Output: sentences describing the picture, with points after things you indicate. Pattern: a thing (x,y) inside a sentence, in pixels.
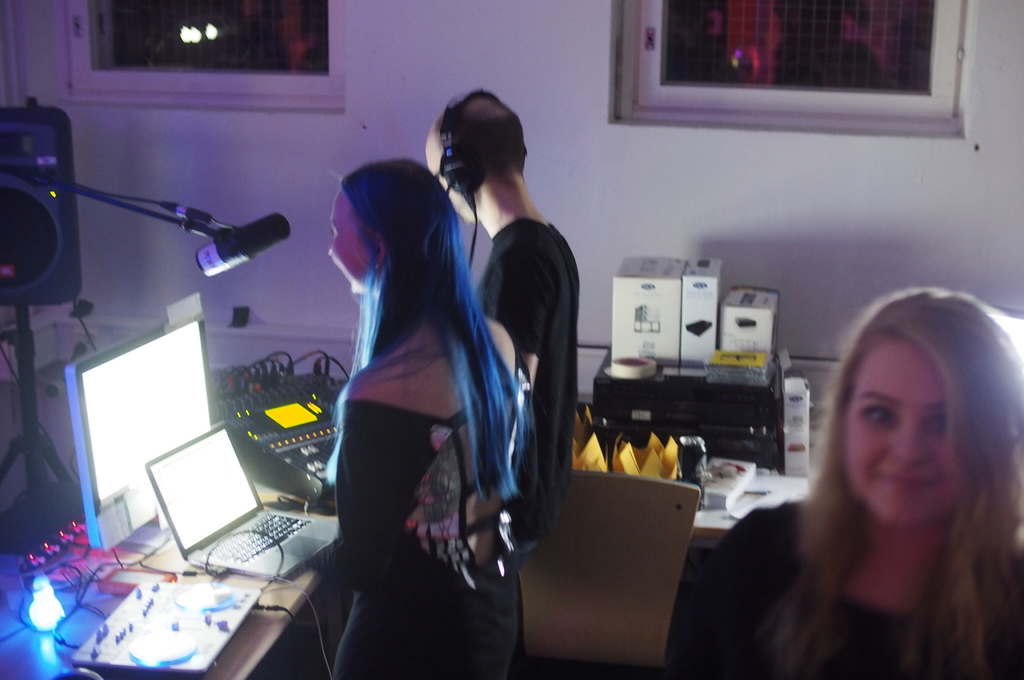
In the center of the image (423,375) there is a man (538,336) and woman (448,362). On the left side of the image (315,430) there is a mic (258,243), speaker (53,265), laptop (191,500), monitor (154,405), equipment (274,434) and lights (58,602). On the right side of the image (719,323) we can see a chair (647,579), equipment (684,400) and a woman (922,471). In the background (756,80) there is a wall (463,65) and windows (319,65).
